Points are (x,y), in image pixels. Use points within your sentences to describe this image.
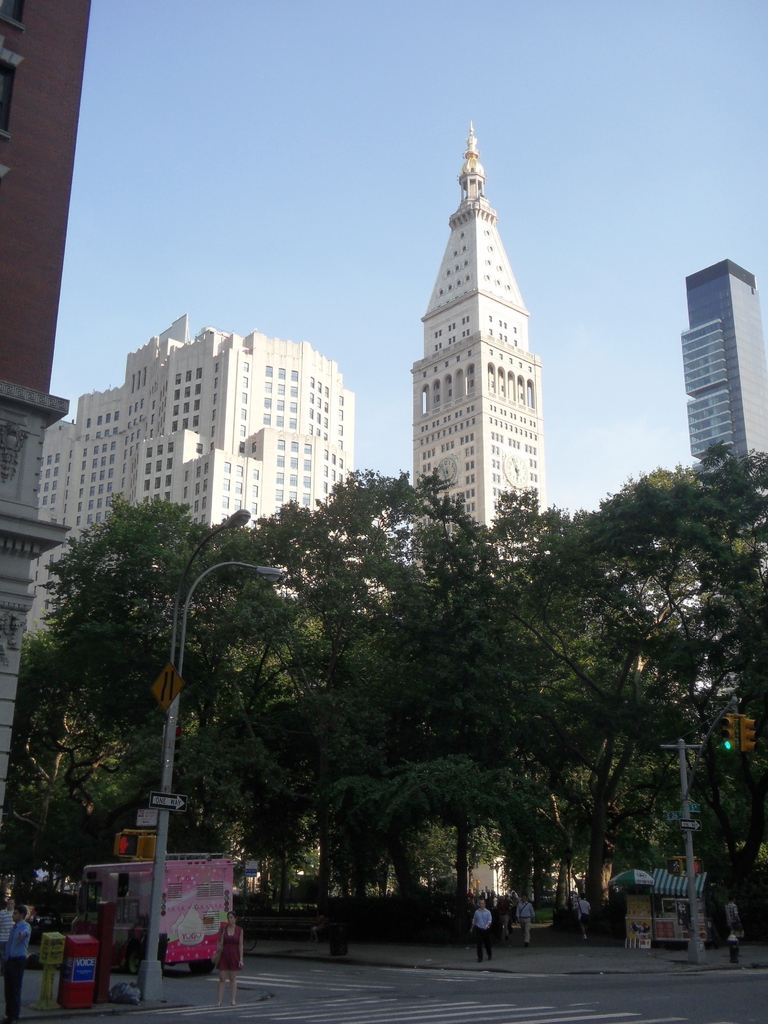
This image is taken outdoors. At the bottom of the image (508,1016) there is a road (433,1000). On the left (99,903) and right sides of the image there are a few poles (163,863), street lights (231,563), stalls (180,900), a dustbin (61,962) and a few people (9,927) are standing on the road (314,982). In the background (290,605) there are many trees (213,604) and buildings (154,428) with walls (728,301), windows (699,351), roofs (165,343) and doors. At the top of the image (305,218) there is a sky (555,39).
